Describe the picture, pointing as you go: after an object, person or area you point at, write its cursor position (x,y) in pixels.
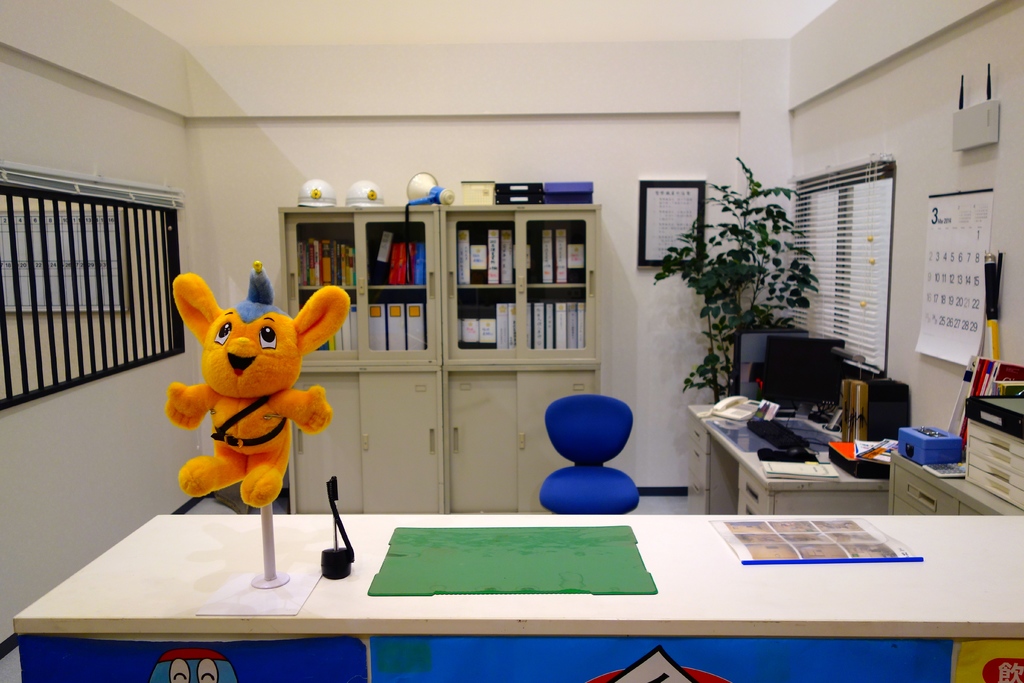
There is a table (746,601) over here, on it there is a chart (795,546) placed on it. Blue color wheel chair (610,488), and a calendar (943,237) on right side of the wall (917,265), window (865,257) over there and a plant (730,294) at corner of the room (764,261). This is a cupboard (520,296), a helmet (365,198) is placed on the cupboard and a mic speaker (430,191). Here is a wifi router (977,133). A desktop (826,387) over here and a teddy bear toy (250,414) placed on over the table (260,541) with the aid of pole (269,550).
